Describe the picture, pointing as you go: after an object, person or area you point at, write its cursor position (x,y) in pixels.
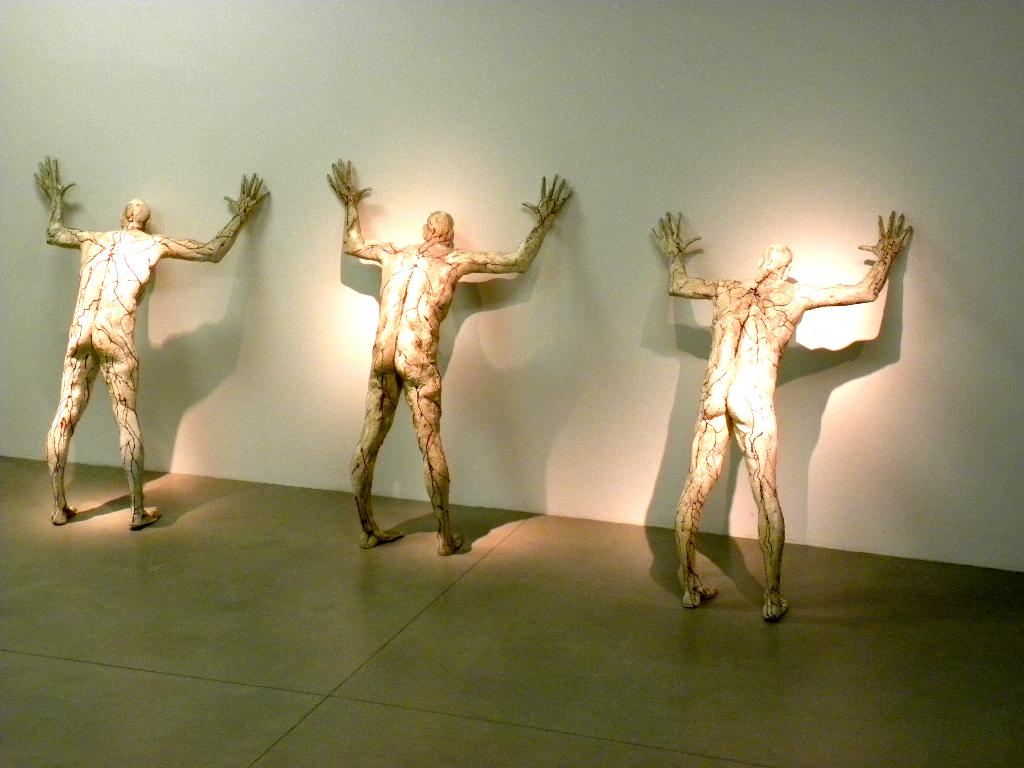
In this picture, it seems to be there are statues (681,291) in the image near the wall (554,168).
